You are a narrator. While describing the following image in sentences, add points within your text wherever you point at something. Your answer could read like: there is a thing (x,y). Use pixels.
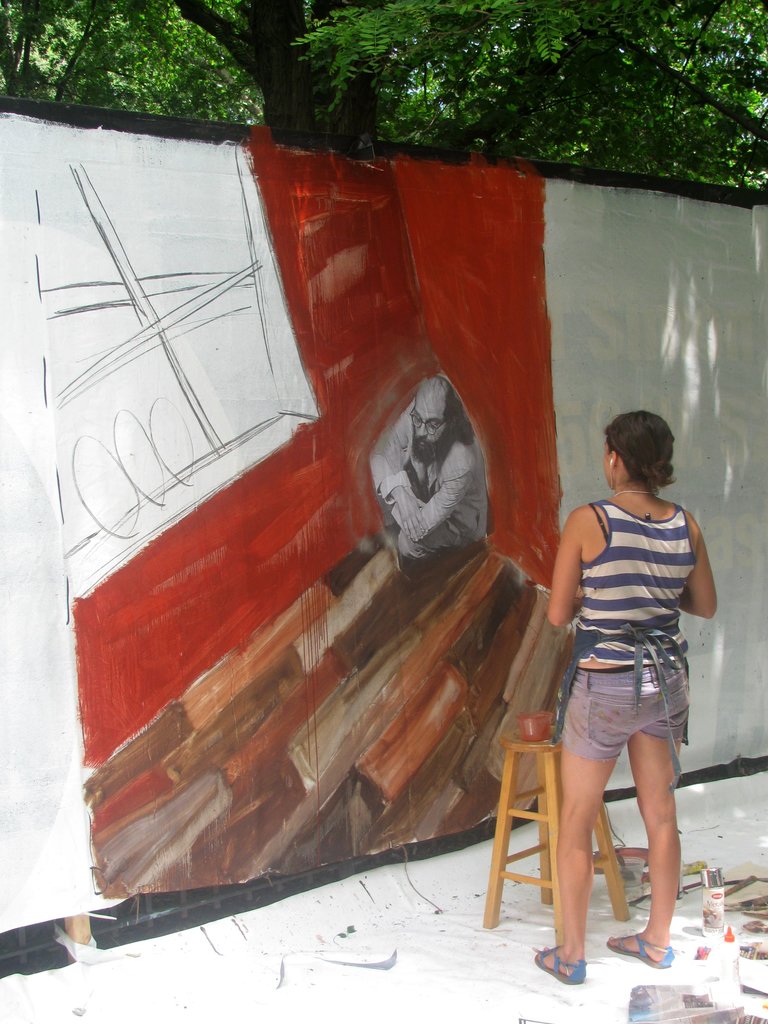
In this image I can see a woman (640,671) wearing blue and white colored dress (634,589) is standing on the white colored surface (616,931). I can see a wooden stool (544,795) with few objects (546,736) on it and few other objects (664,1017) on the floor (724,920). I can see the wall (477,351) with a painting (487,360) of a person (429,465) on it which is red, brown, black and white in color. In the background (422,105) I can see a tree (440,67) which is green and black in color.
